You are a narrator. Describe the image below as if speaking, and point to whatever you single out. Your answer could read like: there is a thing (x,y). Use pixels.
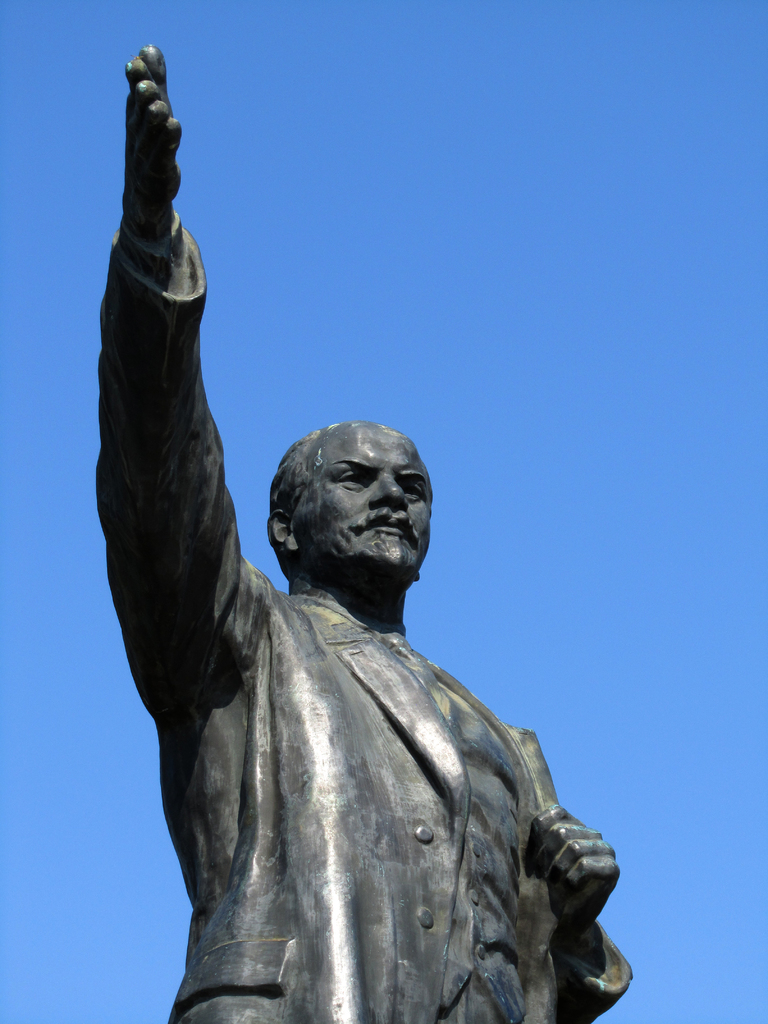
There is a person's statue (339,536). In the background (472,43), there is blue sky (649,652).
